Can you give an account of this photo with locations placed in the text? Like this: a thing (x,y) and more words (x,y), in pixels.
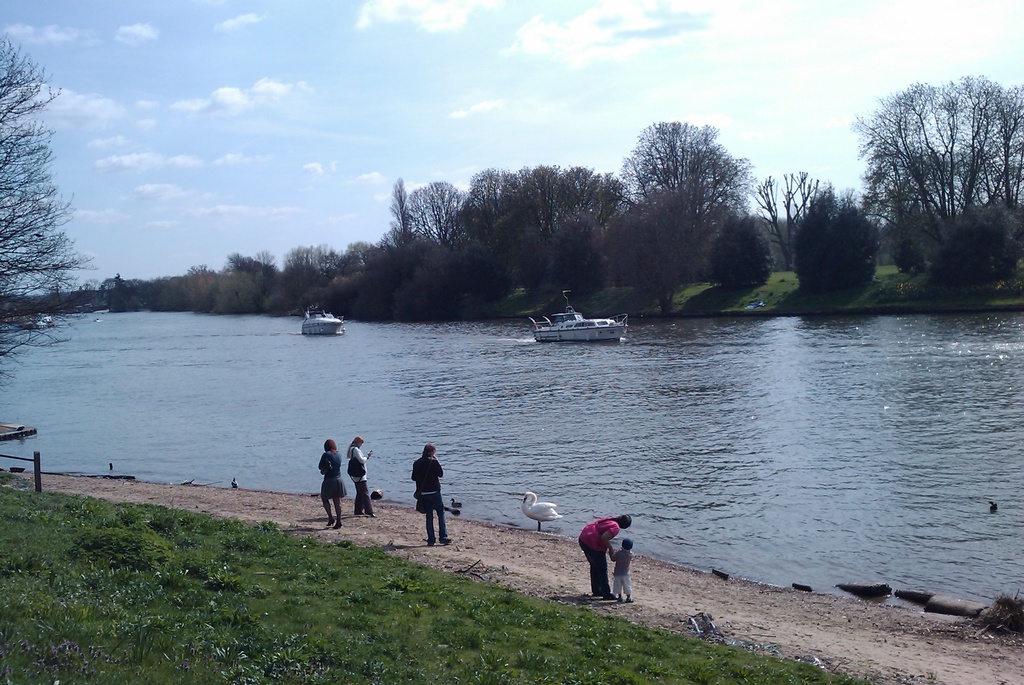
In the image we can see there are people (422,504) standing, walking and they are wearing clothes (593,576), we can even see a child (620,569). Here we can see a bird (551,519), white in color. Here we can see grass (541,607), path (693,598), trees (686,187) and cloudy sky (458,113). We can even see there are boats (549,327) in the water (499,344).
